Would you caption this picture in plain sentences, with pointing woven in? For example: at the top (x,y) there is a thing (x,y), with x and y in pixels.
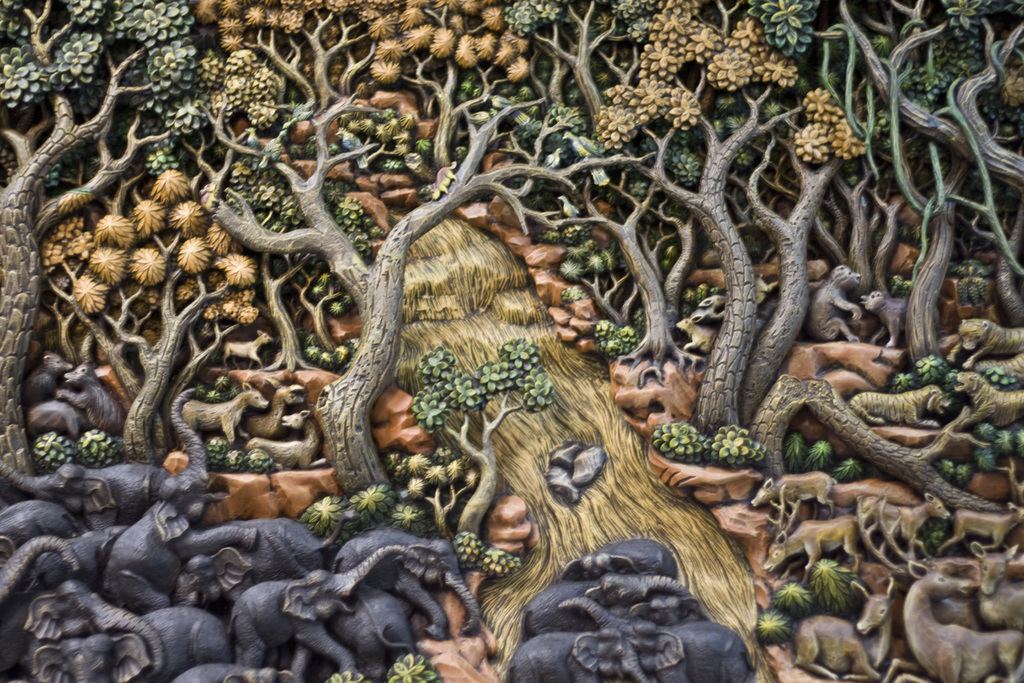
In the image there is a sculpture (335,437). At the bottom left of the image (203,613) there are elephants (284,570) and at the right bottom corner of the image (935,510) there are deer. And also there are trees (20,306), rocks (567,489) and few other animals (933,408).
